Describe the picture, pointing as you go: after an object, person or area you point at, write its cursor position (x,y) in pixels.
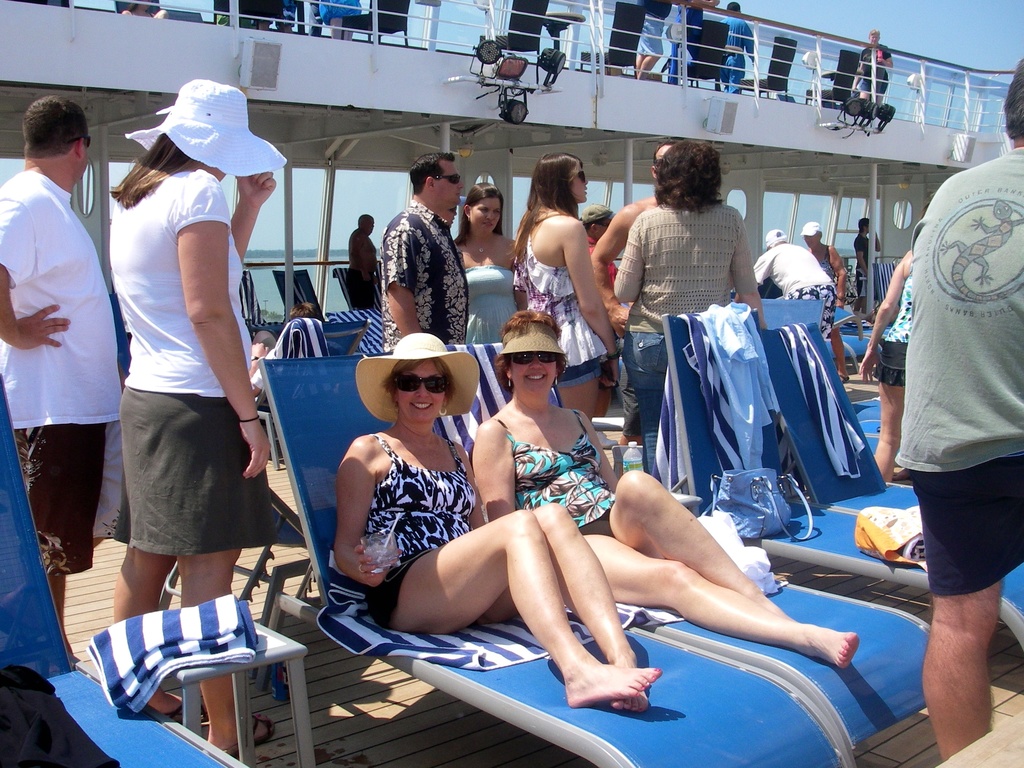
In the image there are two women (425,435) in bikini (588,504) sitting on chairs (274,395) and behind them there are many people (604,298) standing all over the place and above on the floor (473,75) there are many people (874,44) walking and over the top its sky (964,27).
